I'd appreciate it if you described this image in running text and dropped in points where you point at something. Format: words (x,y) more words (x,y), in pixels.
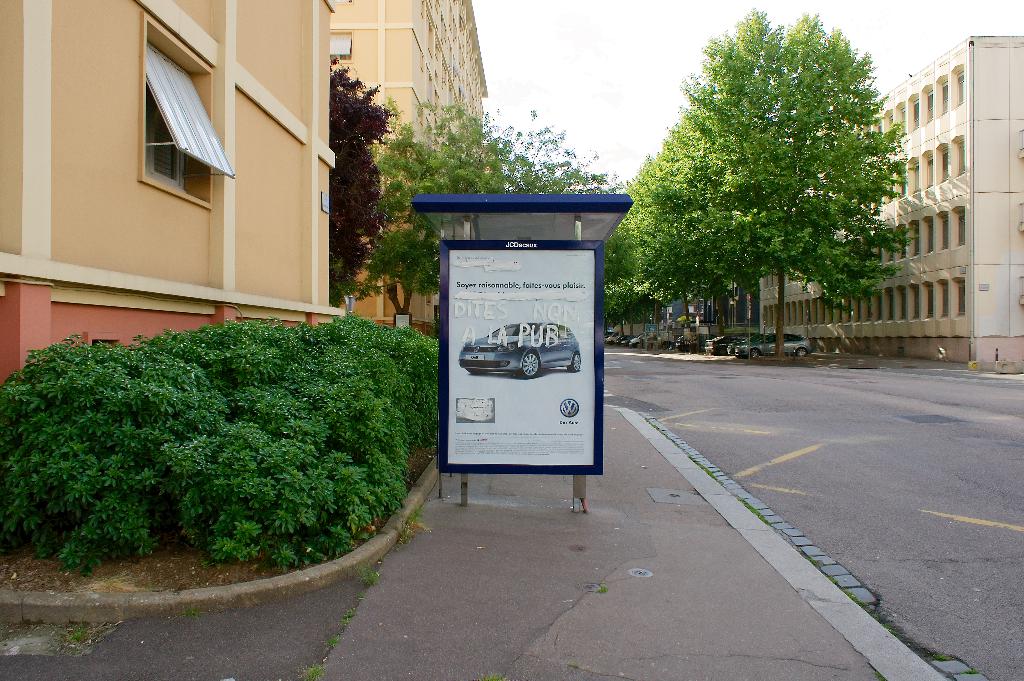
Here we can see a hoarding (507,356) on the road (485,489). On the left (135,39) there are buildings (92,174), windows (152,170), plants (135,512) and trees (346,215). In the background (668,294) there are trees (754,258), buildings (454,85), vehicles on the road (706,376) and sky (494,22).
